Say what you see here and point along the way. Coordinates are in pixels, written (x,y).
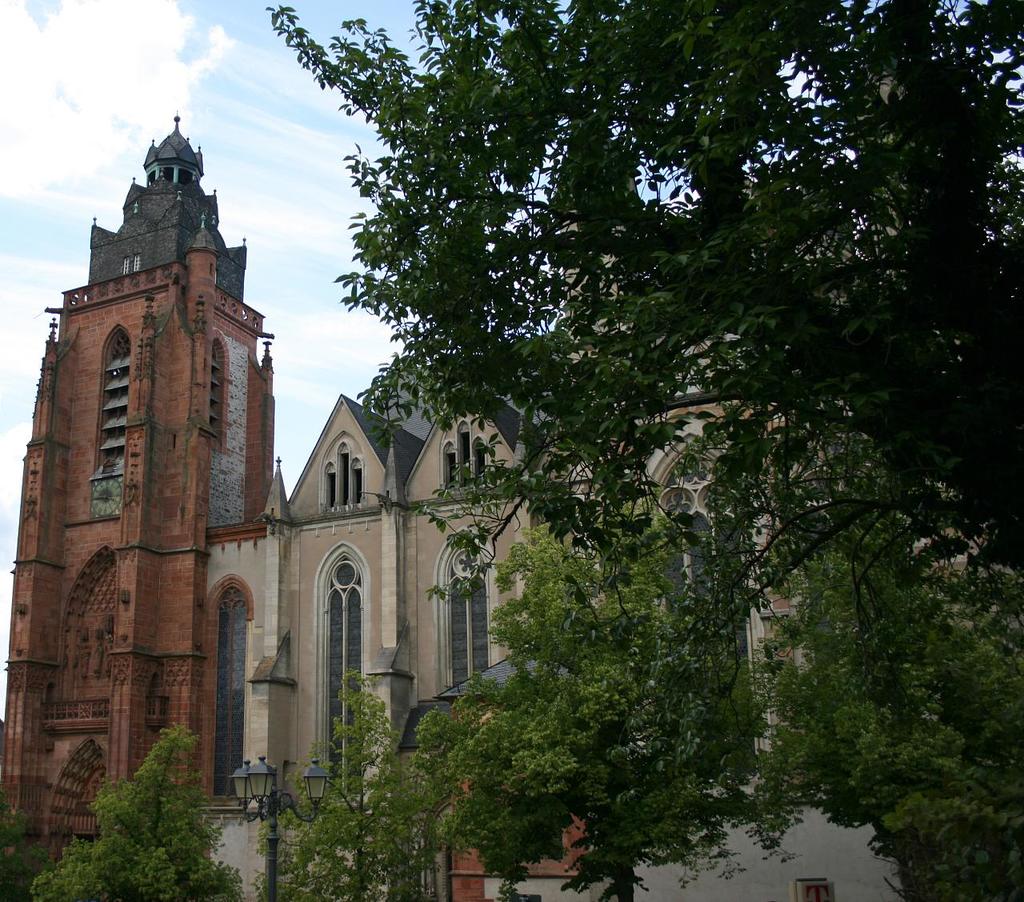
This is a building (256,653) with the windows (362,625). These are the trees (559,774) with branches (888,691) and leaves (342,788). At the bottom of the image (269,866), I can see a light pole (291,803). This is the sky (291,148).
